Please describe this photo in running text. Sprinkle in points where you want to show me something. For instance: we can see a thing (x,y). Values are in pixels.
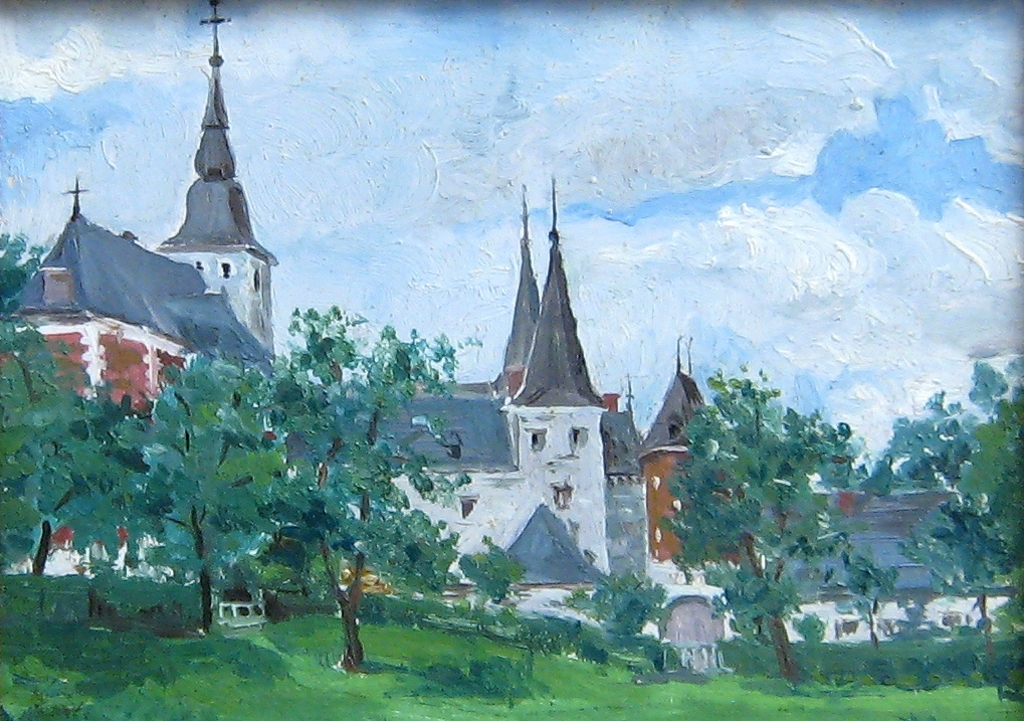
This image consists of a painting (586,516). In the middle (518,293) there are houses (486,483), trees (43,494), grass (590,679), sky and clouds (792,326).
